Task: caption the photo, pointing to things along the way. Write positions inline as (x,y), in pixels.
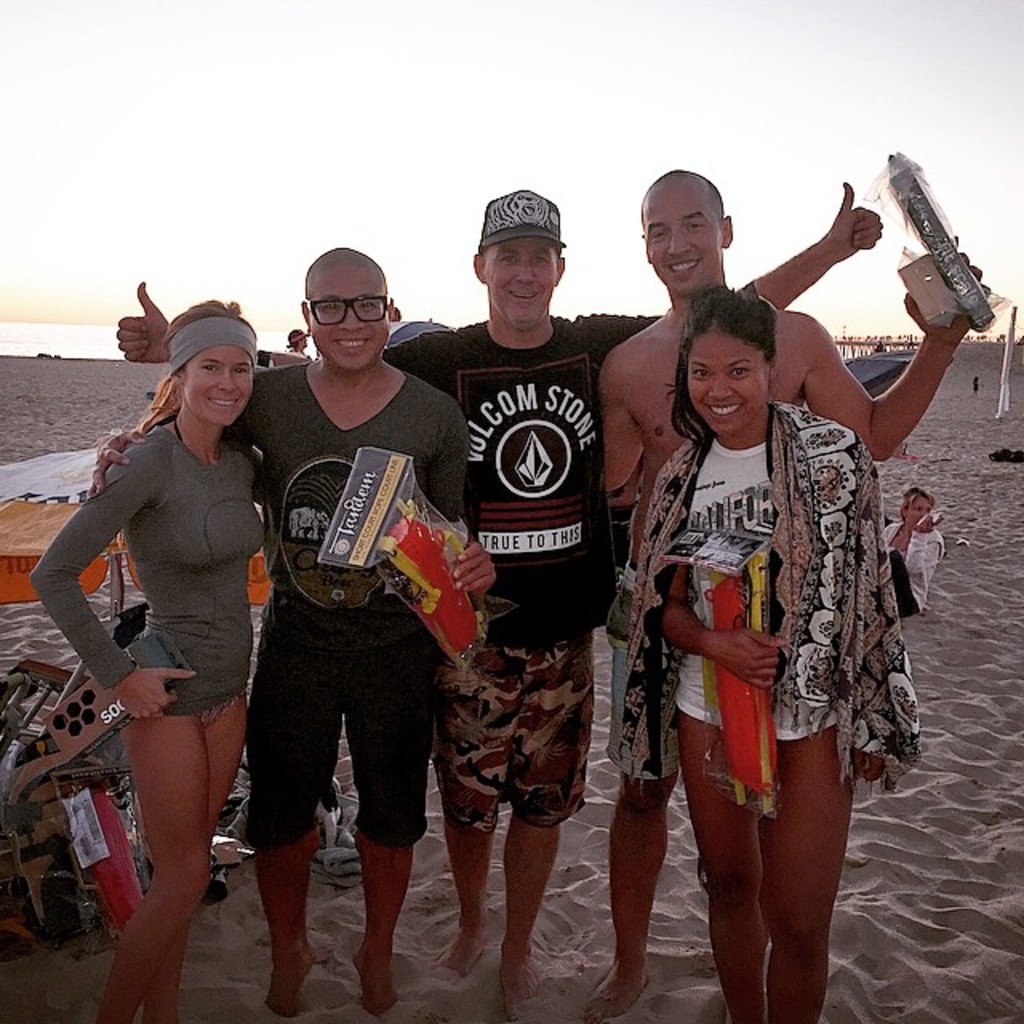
There are five persons (321,414) in different color dresses (831,546), four of them are holding some objects (728,572), smiling and standing on the sand surface (977,931). Beside them, there is an object (102,844). In the background (908,514), there is a person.
